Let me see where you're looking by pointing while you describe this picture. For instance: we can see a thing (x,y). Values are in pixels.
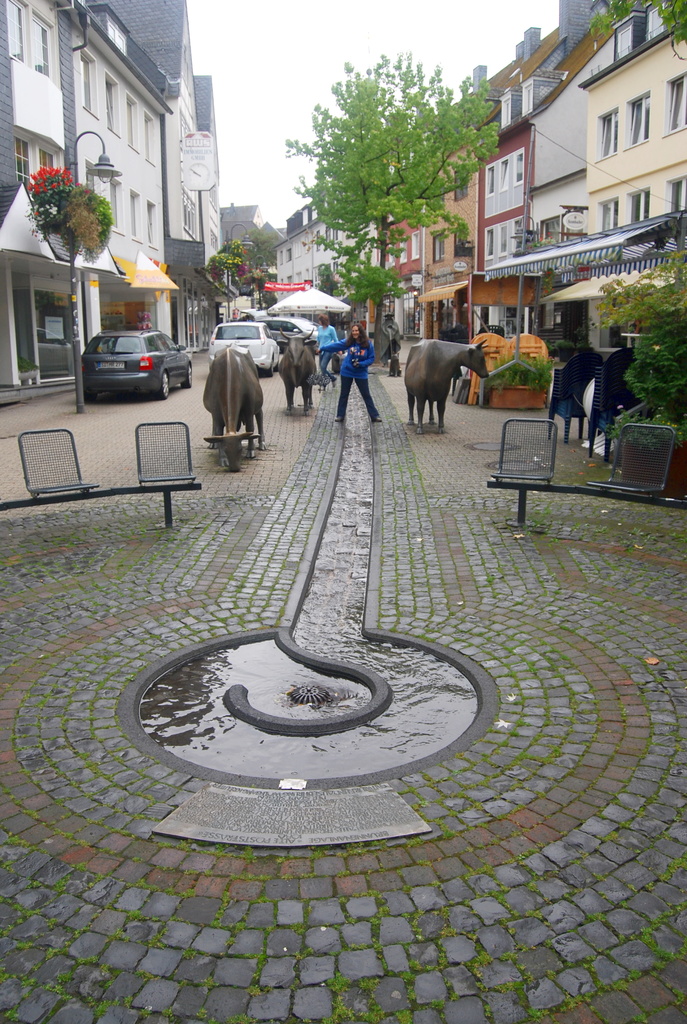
In this image we can see cattle (310,360) and people (342,378) standing on the road (196,587), fountain (259,670), benches (139,479), motor vehicles (227,330) on the road (147,414), parasols (313,302), trees (332,171), buildings (92,143), street poles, street lights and sky (278,119) with clouds (261,131).
